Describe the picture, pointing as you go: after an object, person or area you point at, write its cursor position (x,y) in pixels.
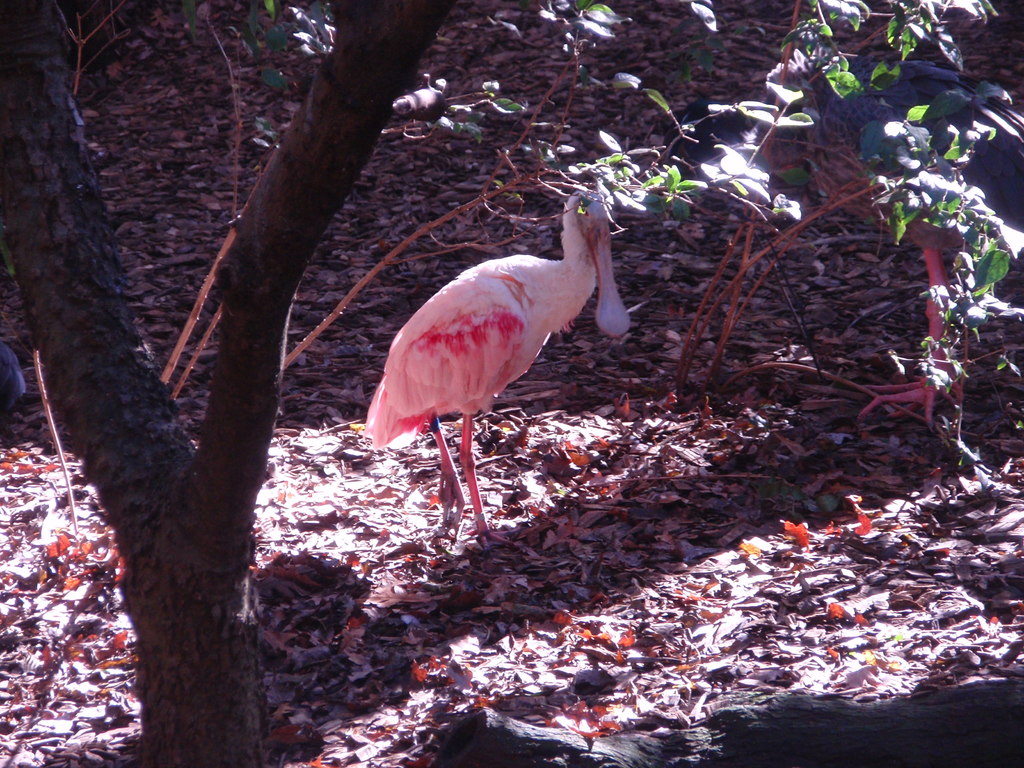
In this image I can see a bird (498,286) in white and pink color. I can see trees (200,512) and few leaves (582,604).
